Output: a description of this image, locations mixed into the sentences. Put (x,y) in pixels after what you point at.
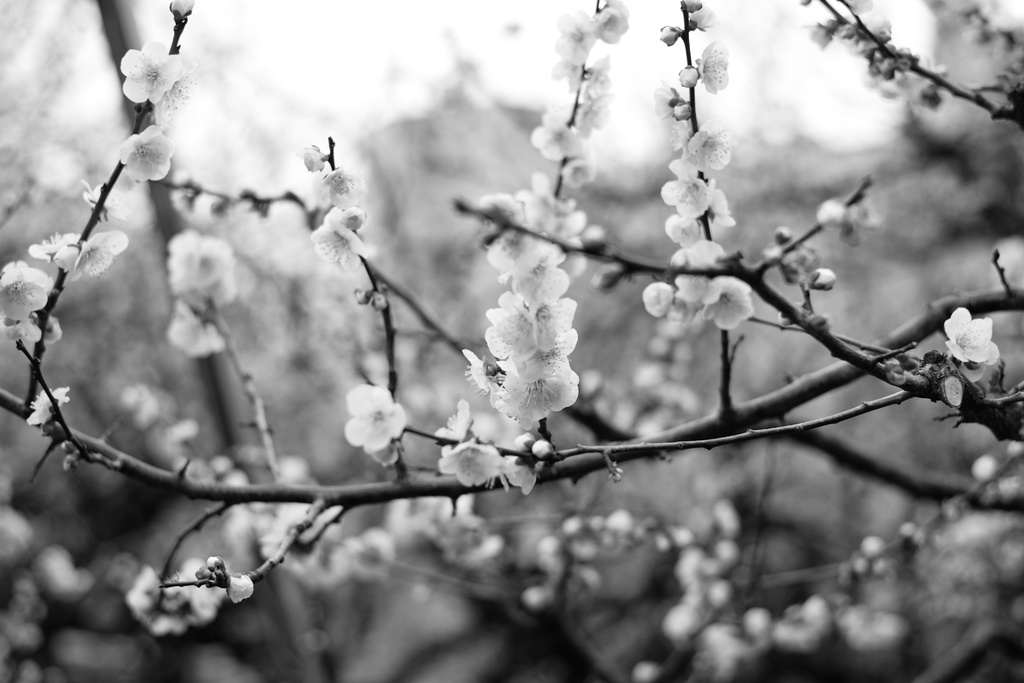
In this image I can see flowering plants (561,363) and trees (541,324). This image is taken may be during a day.
